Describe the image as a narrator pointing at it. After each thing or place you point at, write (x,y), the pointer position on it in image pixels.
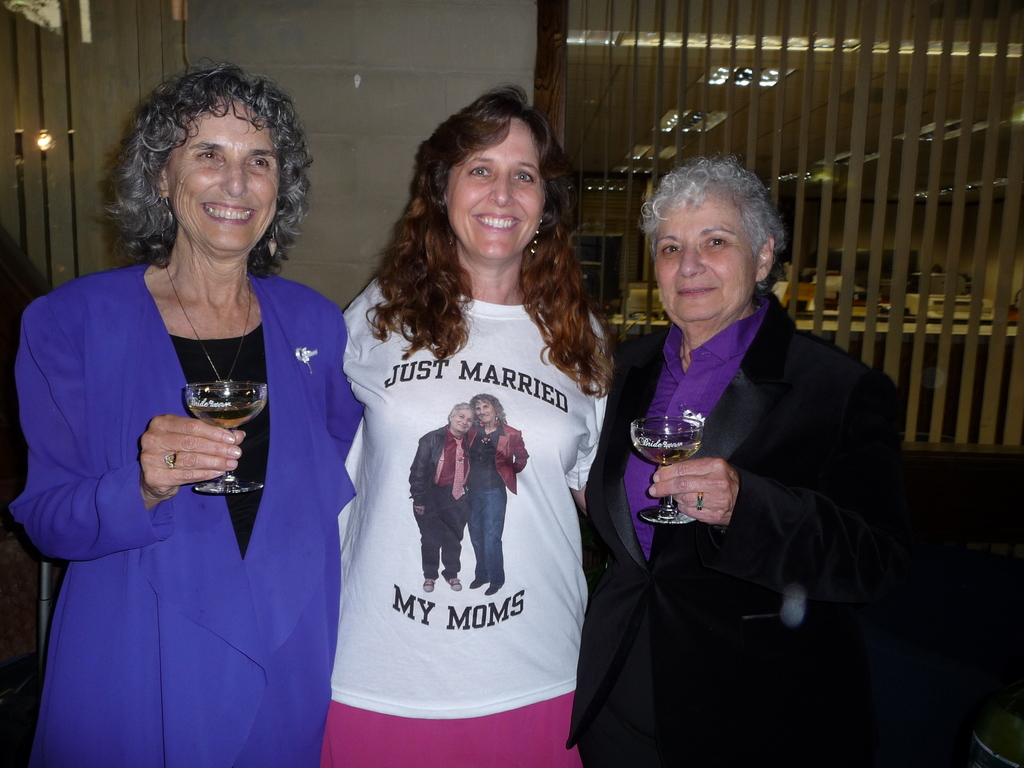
In the middle of the image (345,509) few people (474,599) are standing and smiling and holding glasses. Behind them there is wall (418,42). Top of the image (713,11) there is roof (577,90) and lights (641,38).
